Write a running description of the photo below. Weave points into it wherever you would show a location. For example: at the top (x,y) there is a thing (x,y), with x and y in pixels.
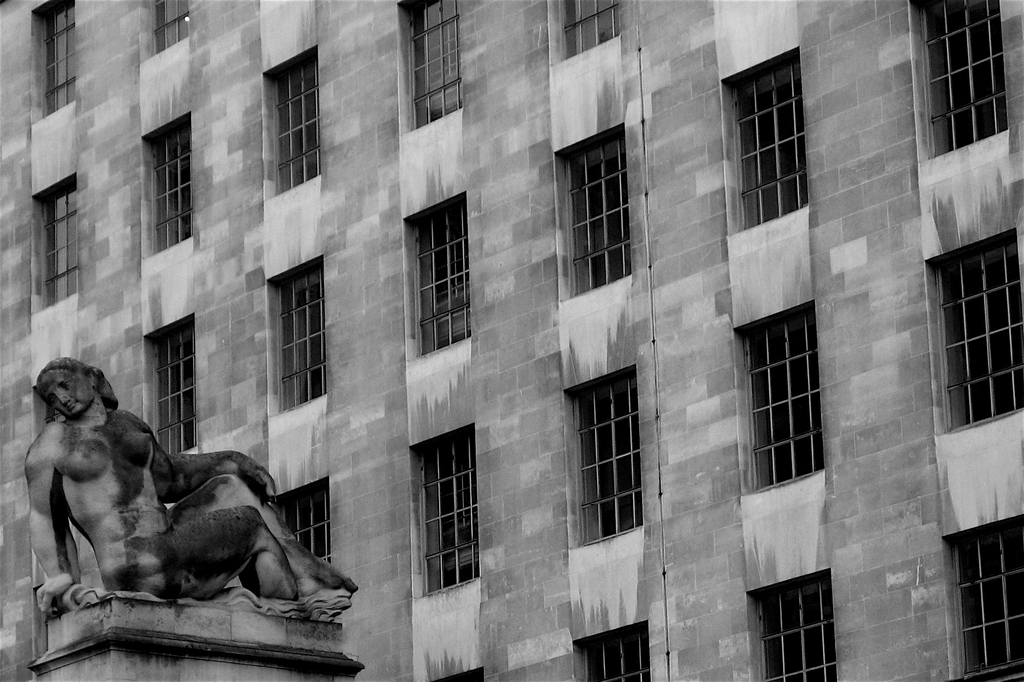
This is a black and white image. I can see a building (575,226) with the windows (598,203). This is a sculpture (185,598), which is on a pillar (212,669).
